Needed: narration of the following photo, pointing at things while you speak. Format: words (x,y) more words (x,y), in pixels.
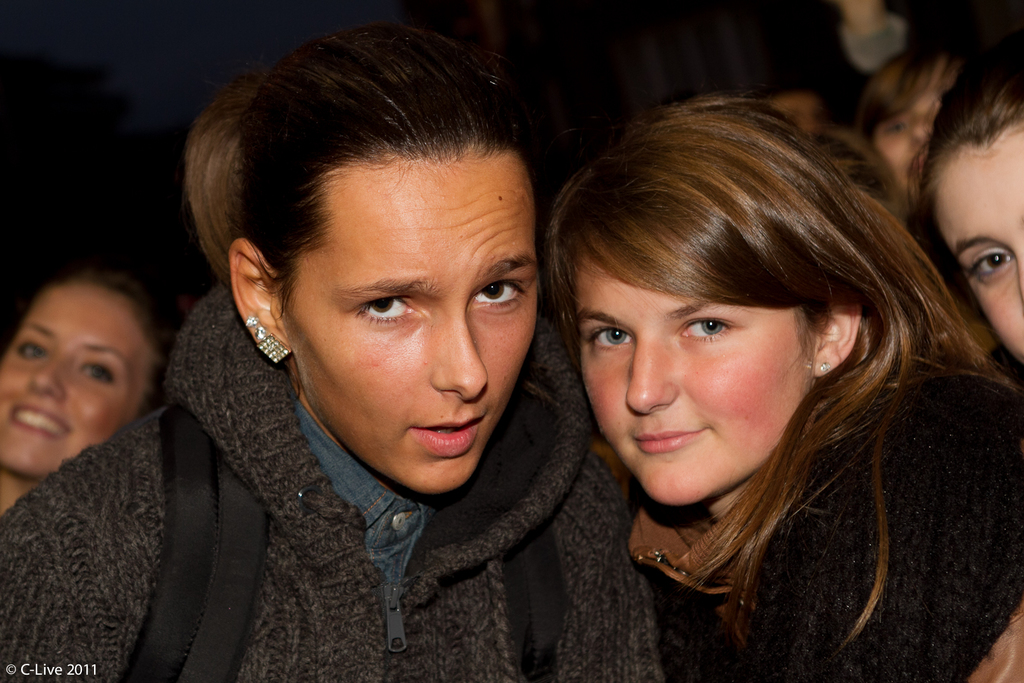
In this picture I can see group of people (700,157), and there is blur background (24,4) and there is a watermark (31,675) on the image.
